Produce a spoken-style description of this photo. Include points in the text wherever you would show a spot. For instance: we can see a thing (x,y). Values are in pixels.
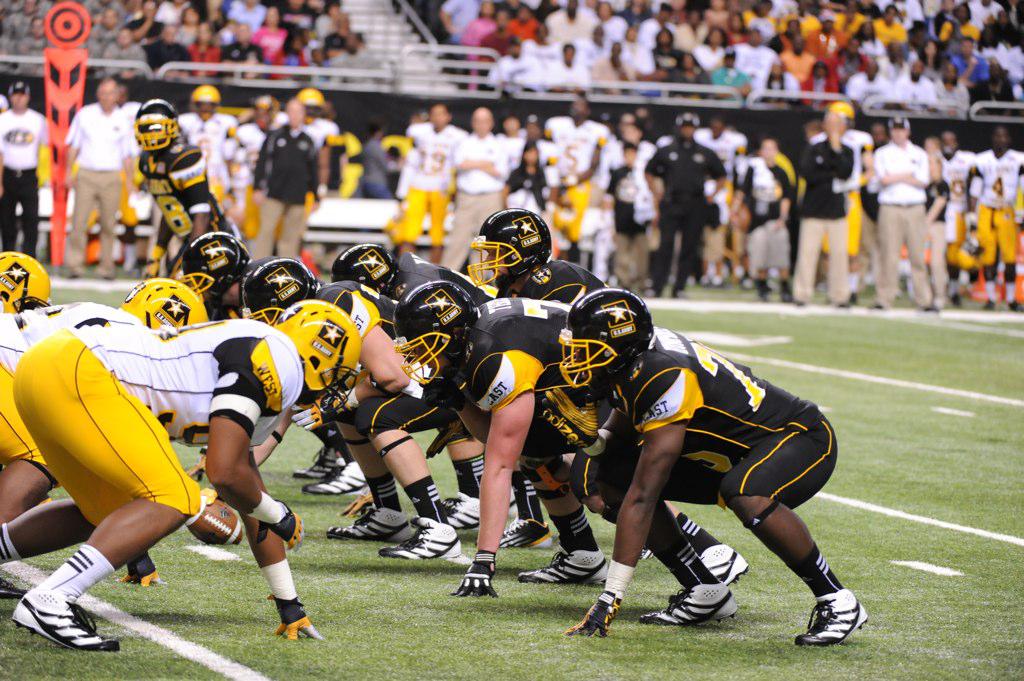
In this image in the background (441,132) there are persons (505,149) standing and sitting. In the front (388,361) the persons (542,404) are playing.
